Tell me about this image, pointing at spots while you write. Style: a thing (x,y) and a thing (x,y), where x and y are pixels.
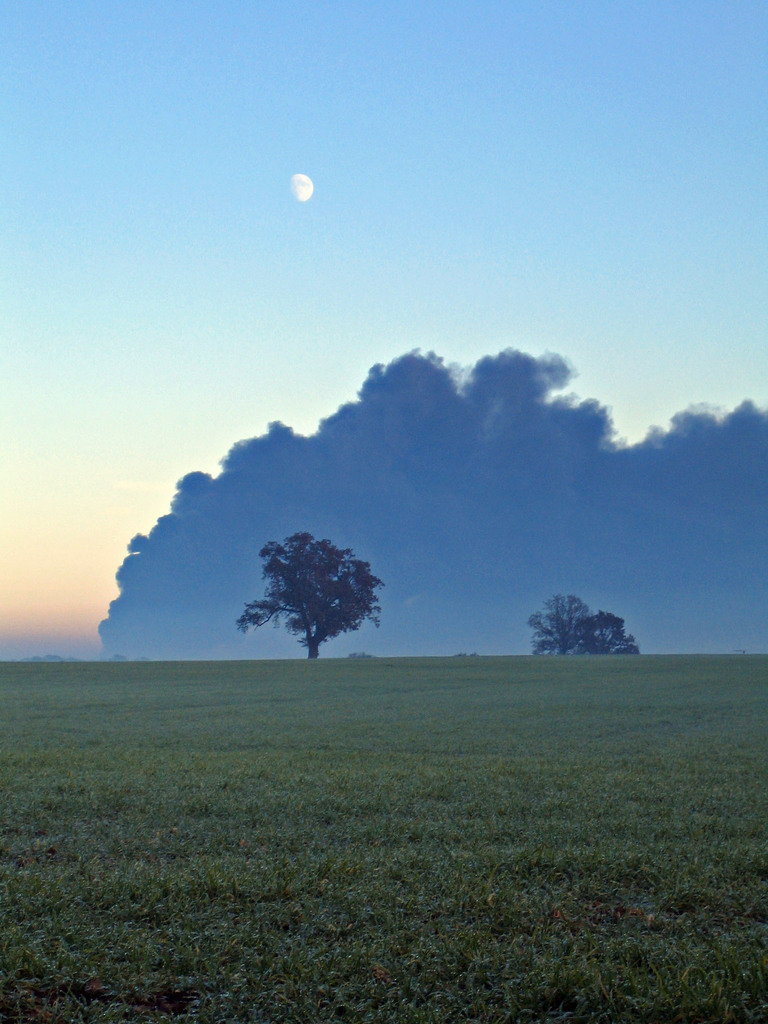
In this image we can see the natural scenery of green grass (405,676) and trees (325,568). Here we can see a moon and clouds (545,368) in the sky (397,228).
